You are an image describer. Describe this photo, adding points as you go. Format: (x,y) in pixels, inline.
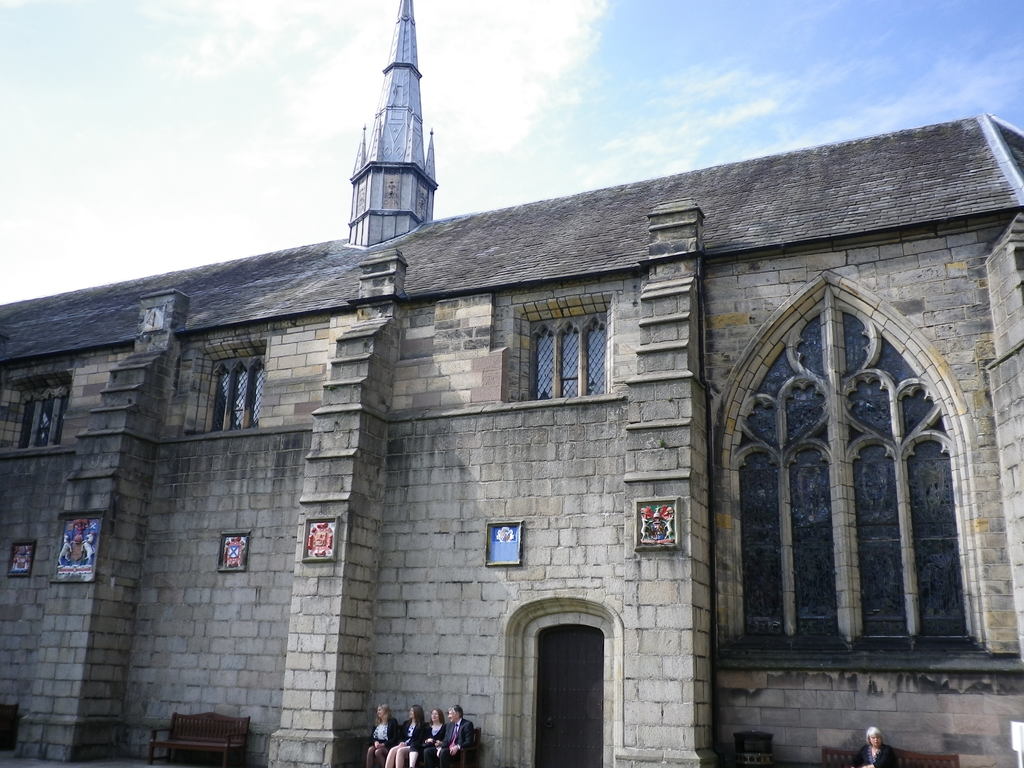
In this image I can see few benches (472,752) and few persons (422,747) sitting on the benches (462,761). I can see a building (309,499) which is cream and black in color. I can see few photo frames (331,550) attached to the building (599,543) and few windows (564,370) of the building (451,372). In the background (106,159) I can see the sky (296,99).
